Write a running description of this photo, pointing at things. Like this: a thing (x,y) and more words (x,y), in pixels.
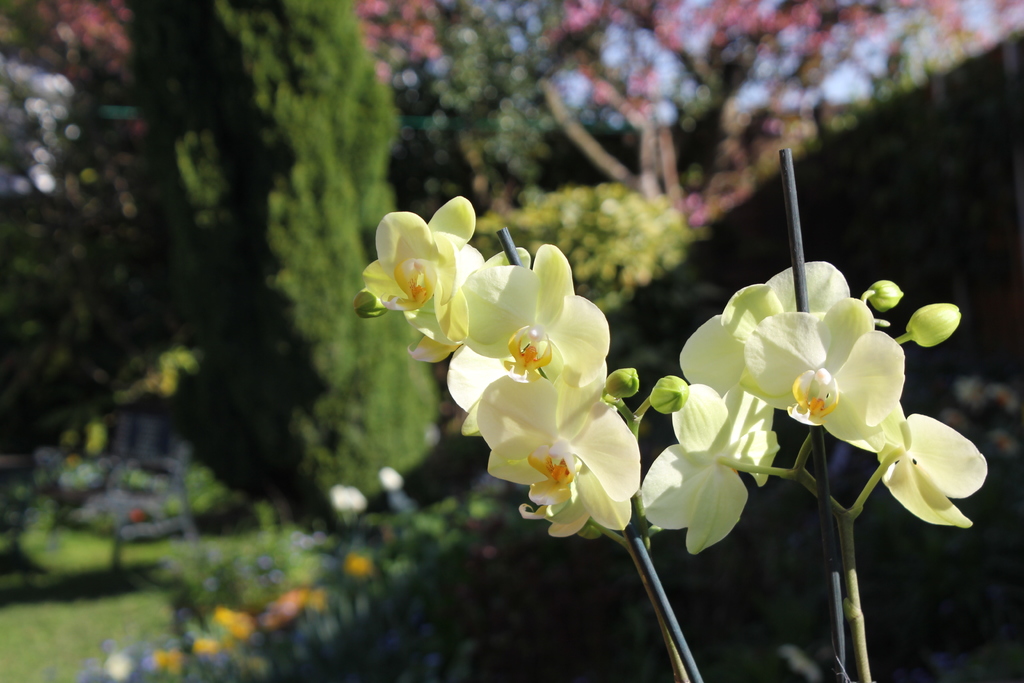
In this image I can see few flowers (556,331) which are yellow and cream in color to a plant (766,461). In the background (216,58) I can see few trees (293,338), few flowers (390,30) which are pink, white and yellow in color and some grass (118,579). I can see the sky (854,83) through the gaps (761,81) in between the trees (706,69).
